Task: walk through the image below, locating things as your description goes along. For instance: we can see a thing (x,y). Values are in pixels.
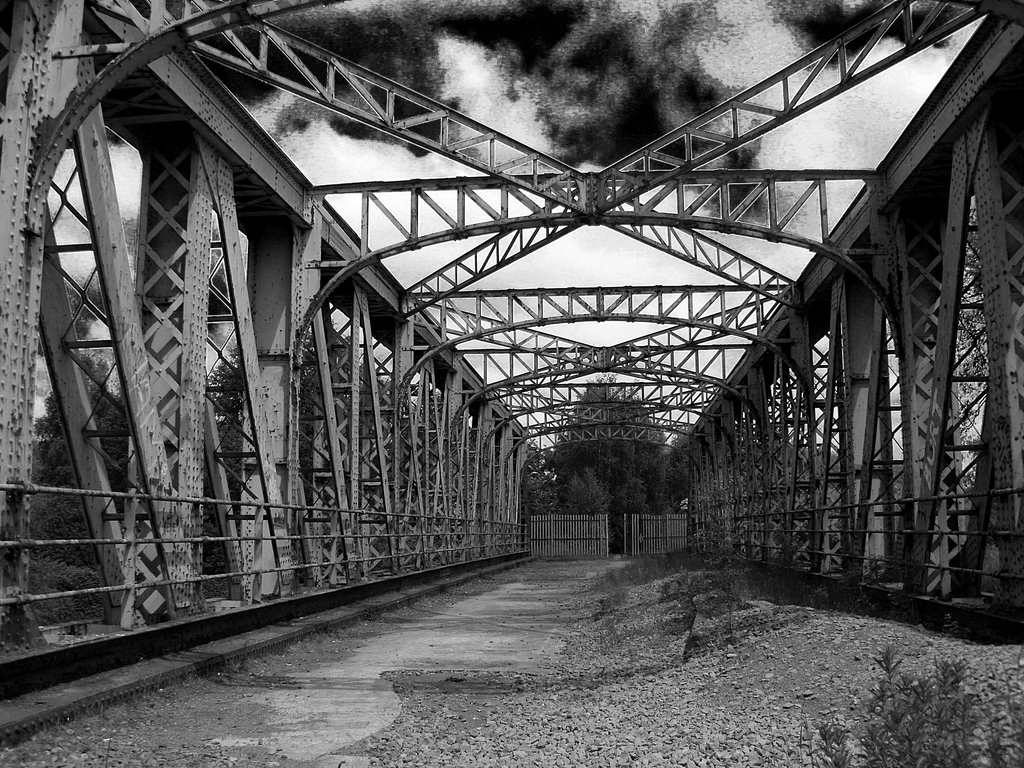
This black and white picture there are metal rods (591,215) attached to the metal pillars (32,310) which are having a fence (190,571) before it. Middle of the image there is a fence (556,534). Bottom of the image (553,568) there is a land (534,559). Background (642,474) there are trees (583,498). Top of the image (487,73) there is sky (775,59). Right bottom there are plants (941,701).
